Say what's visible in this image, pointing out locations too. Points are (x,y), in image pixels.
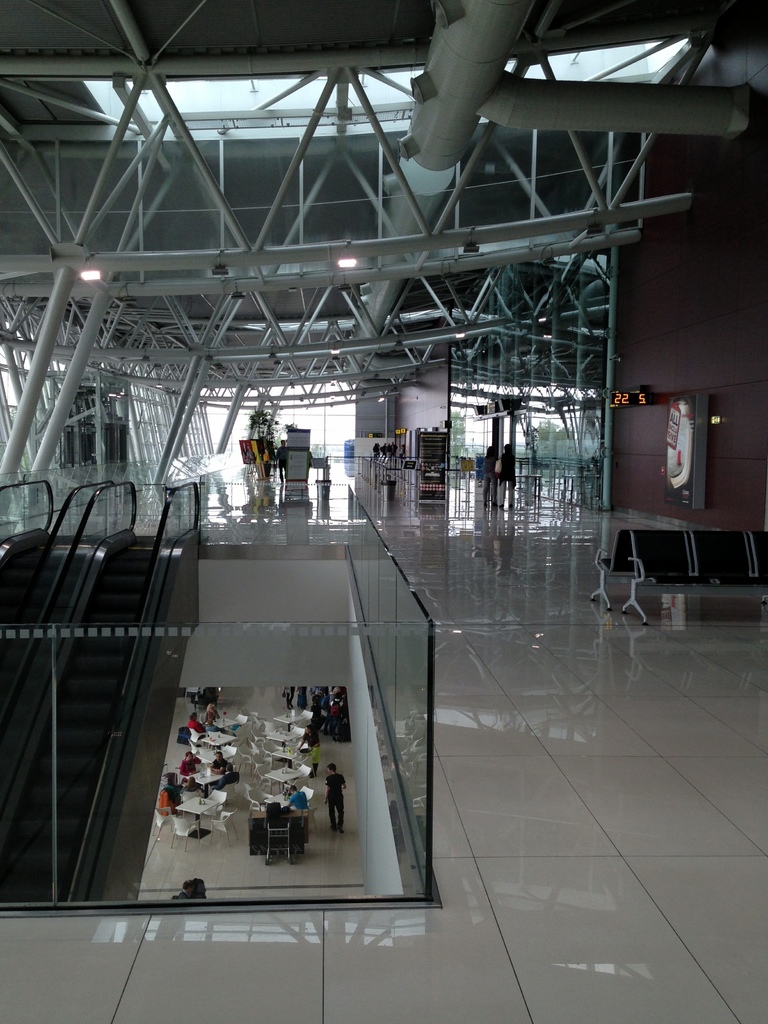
In this image I can see the inner part of the building (551,785). To the left (71,697) there is an escalator (48,611). I can also see the group of people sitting on the chairs (163,818) and few people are standing. In the top (249,331) I can see the lights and the roof (369,278).
